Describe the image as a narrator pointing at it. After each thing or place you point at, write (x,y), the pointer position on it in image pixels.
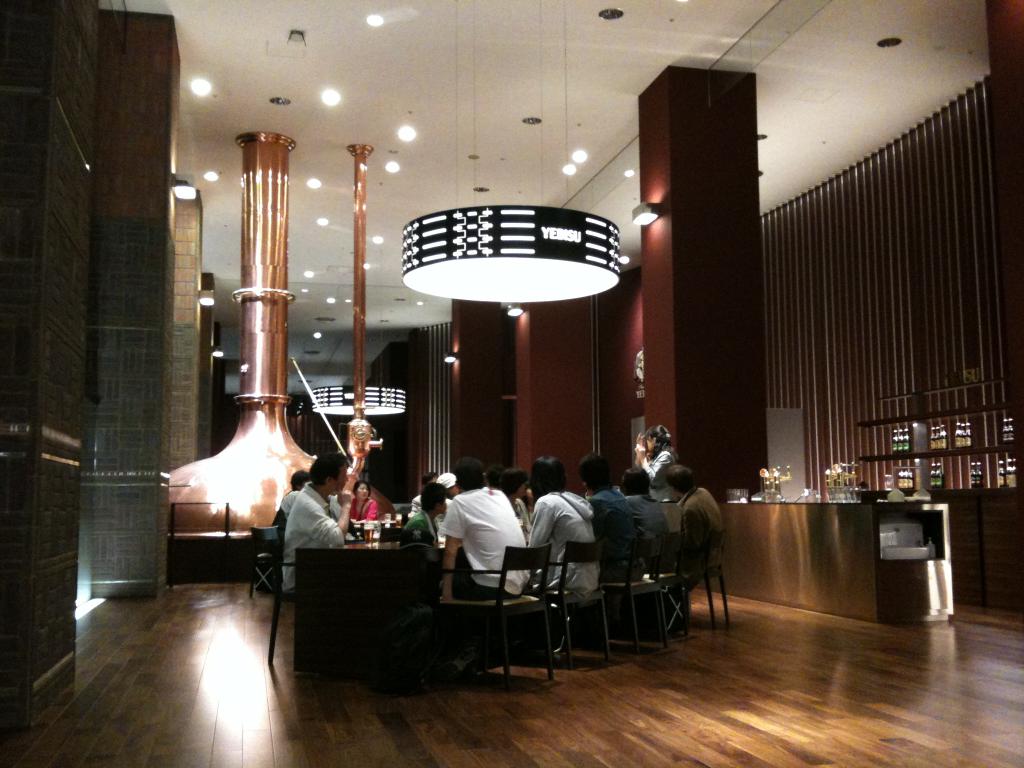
In the picture we can see these people (656,515) are sitting on the chairs (588,552) near the table (333,603). In the background (976,372), we can see the ceiling lights (569,241), some objects (814,494) placed here and the wall (411,378) and pillars (563,377).
